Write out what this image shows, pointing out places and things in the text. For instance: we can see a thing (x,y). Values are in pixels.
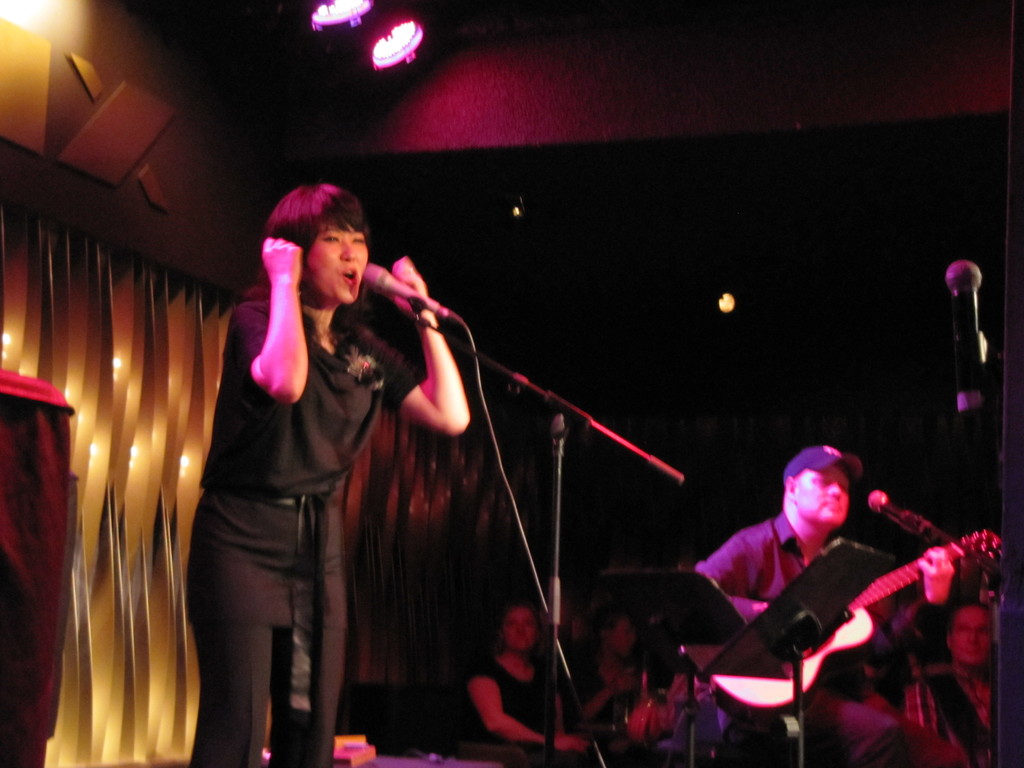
In this image, In the left side (219,661) there is a woman (251,433) she is standing and she is singing in the microphone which is in black color, In the right side (793,551) there is a man (793,568) sitting and he is holding a music instrument (830,638) there is a microphone (909,520) in black color, In the background (591,664) there are some people (634,624) sitting and there is a yellow color curtain (109,445).
